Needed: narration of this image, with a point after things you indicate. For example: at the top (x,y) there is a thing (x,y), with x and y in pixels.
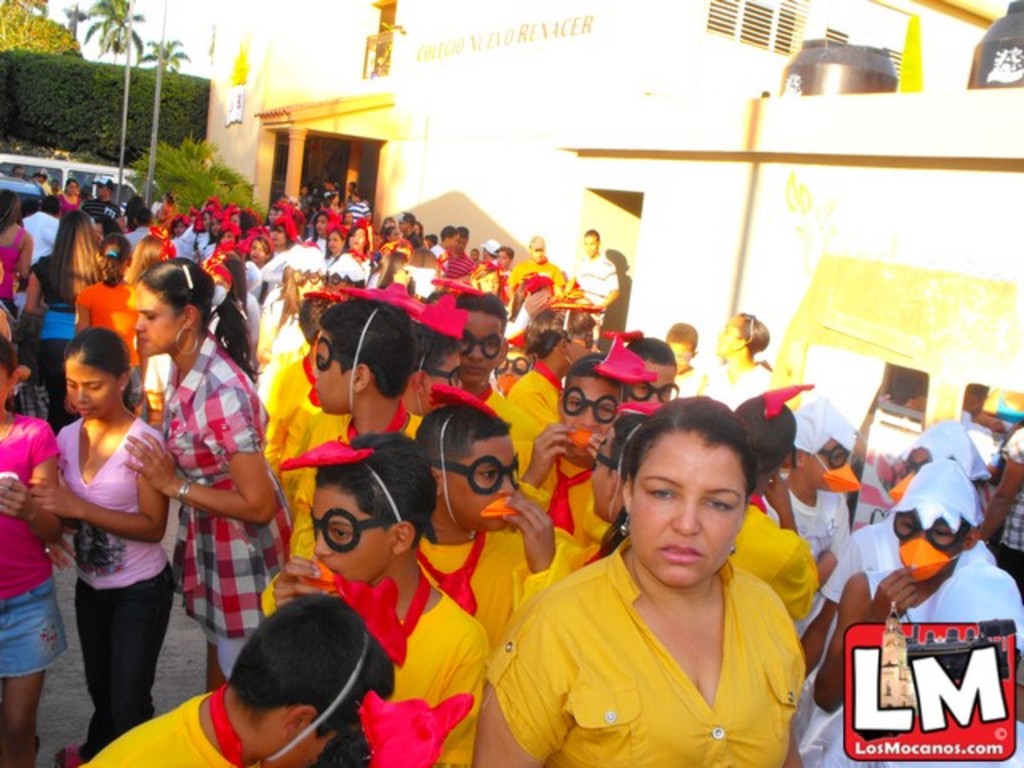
In this picture we can see a group of people (715,572) standing on the ground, pillars (286,182), building (285,176) with windows (758,21) and in the background (44,161) we can see a vehicle (62,166), trees (141,42).
